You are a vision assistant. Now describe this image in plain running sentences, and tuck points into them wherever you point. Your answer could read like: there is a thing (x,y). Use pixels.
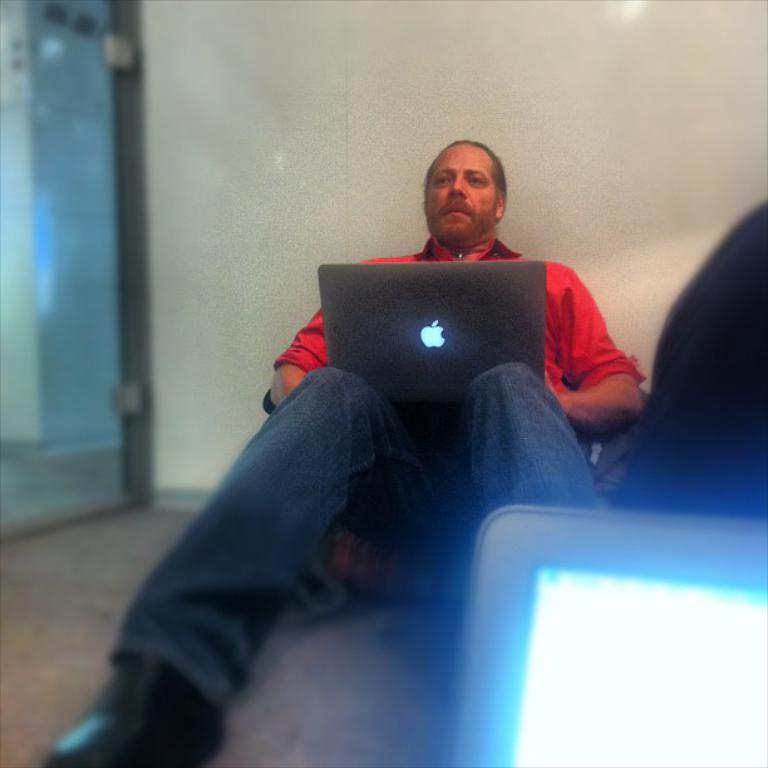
In this picture a man (558,460) carrying a laptop (470,324) and sitting leaning to the wall (555,187).
